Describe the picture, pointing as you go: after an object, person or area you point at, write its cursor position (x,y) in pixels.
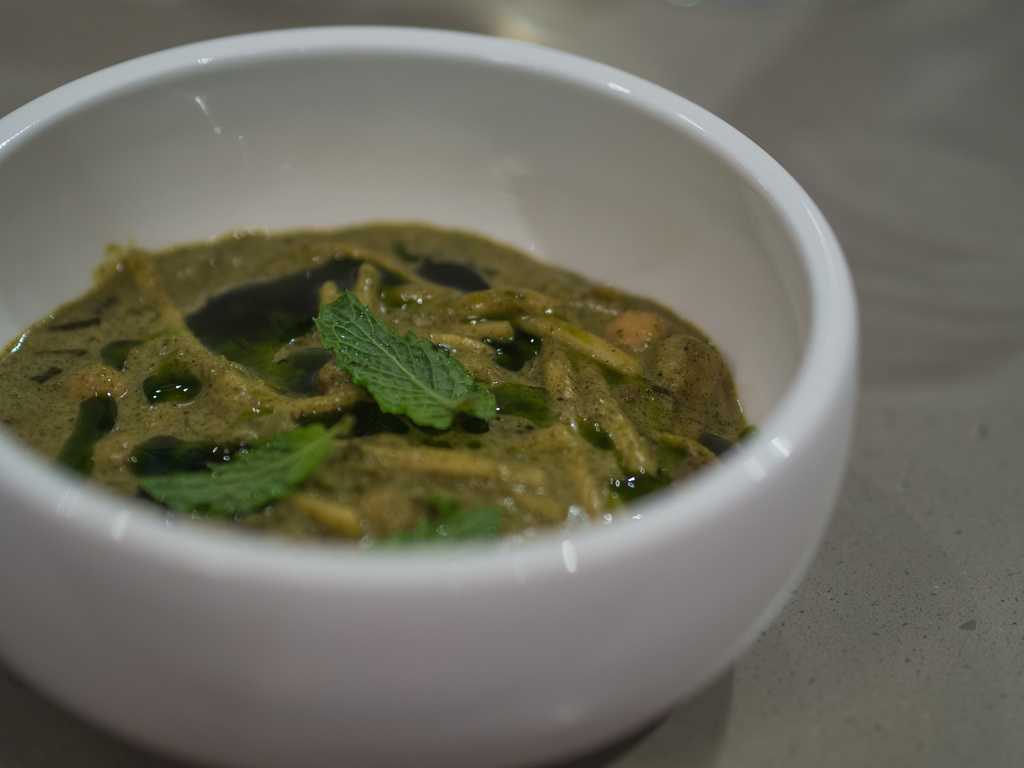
In this image, we can see soup (386,258) in the bowl (681,670) and at the bottom (884,582), there is a table (900,541).
